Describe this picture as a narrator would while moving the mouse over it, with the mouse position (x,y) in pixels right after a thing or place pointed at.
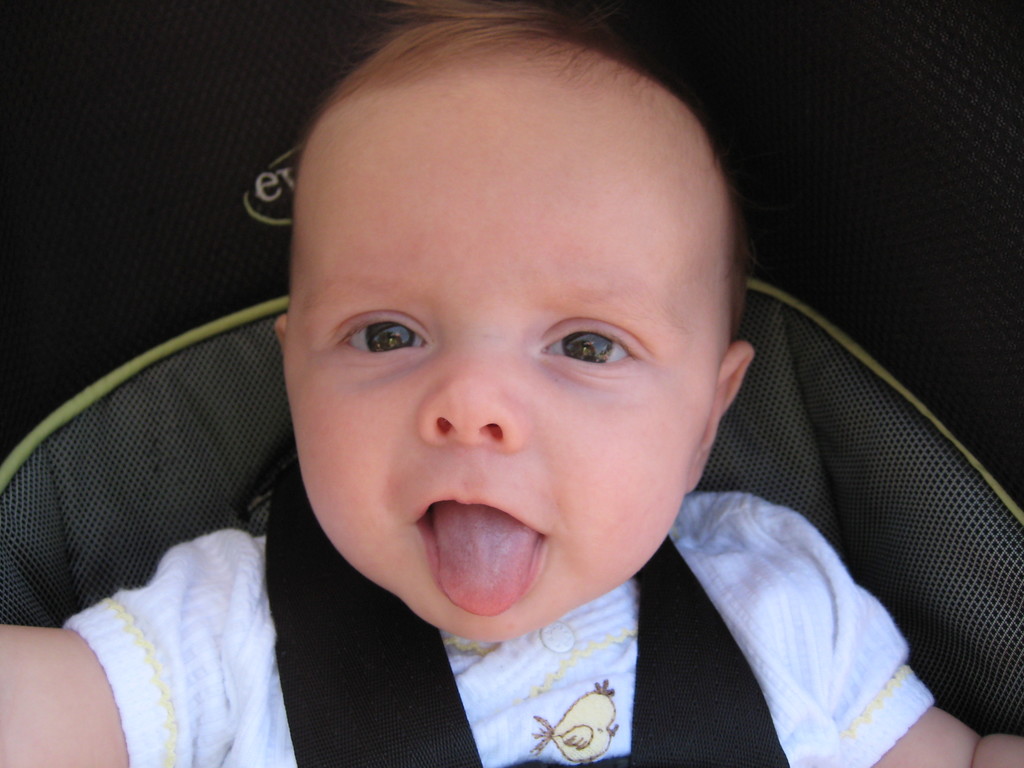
This image consists of a kid (564,587) wearing a white T-shirt (572,642). It looks like the kid (255,689) is sitting in a trolley (63,103).
